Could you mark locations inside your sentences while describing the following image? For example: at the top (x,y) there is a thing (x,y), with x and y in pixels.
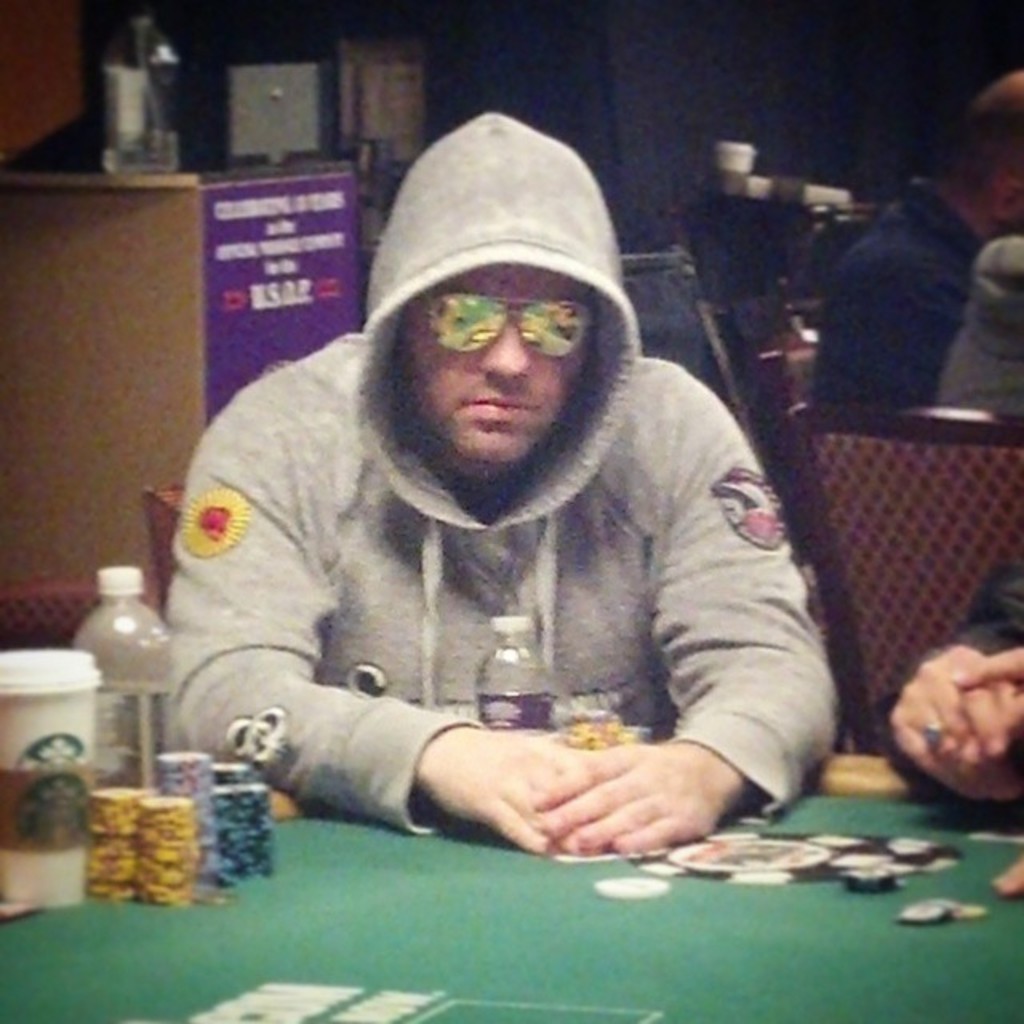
This picture shows a man (433,564) wearing a hoodie (477,574) and spectacles (491,317) sitting in the chair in front of a table (591,871). On the table (649,906) there are some coins (610,887), water bottles (509,668) and cups (55,782) here. In the background (167,284) there are some people (876,303) sitting in the chairs (891,601) and a bottle (136,118) placed on the table (173,237).
